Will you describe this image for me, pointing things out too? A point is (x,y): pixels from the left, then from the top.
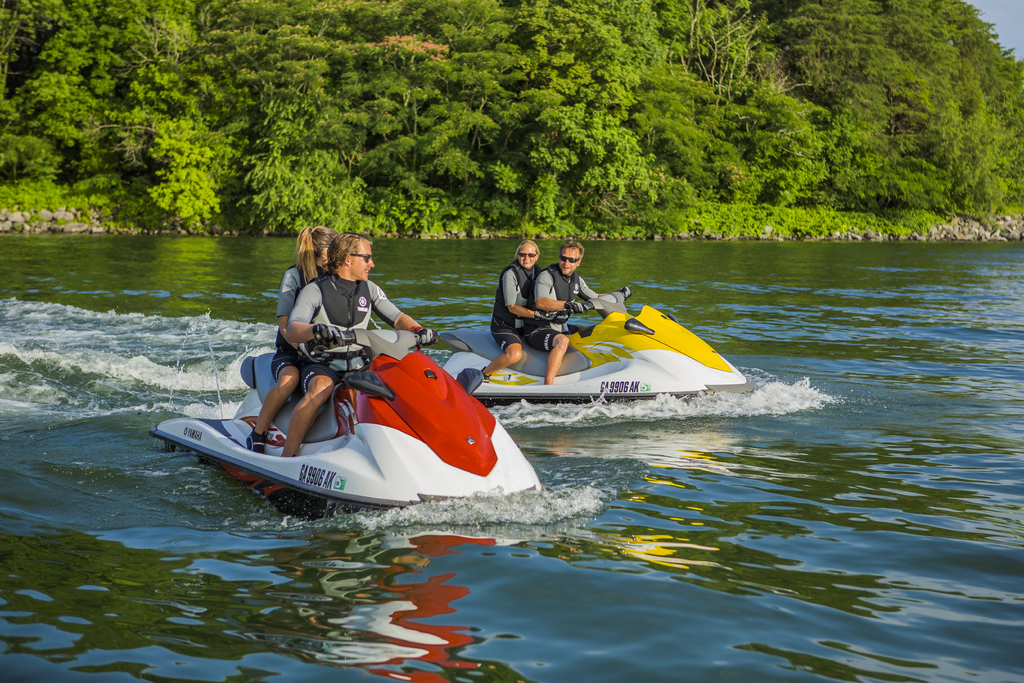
This image is taken outdoors. In the background (348,161) there are many trees (807,174) and plants (170,182) with green leaves (217,54), stems (161,50) and branches (506,199). There are a few stones (954,229) on the ground (58,219). At the top right of the image (1005,25) there is the sky (999,13). At the bottom of the image (189,613) there is a river (755,498) with water (666,289). In the middle of the image (356,304) two men (387,299) and two women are sitting on two jet skis (469,415) and riding on the river (700,426).
